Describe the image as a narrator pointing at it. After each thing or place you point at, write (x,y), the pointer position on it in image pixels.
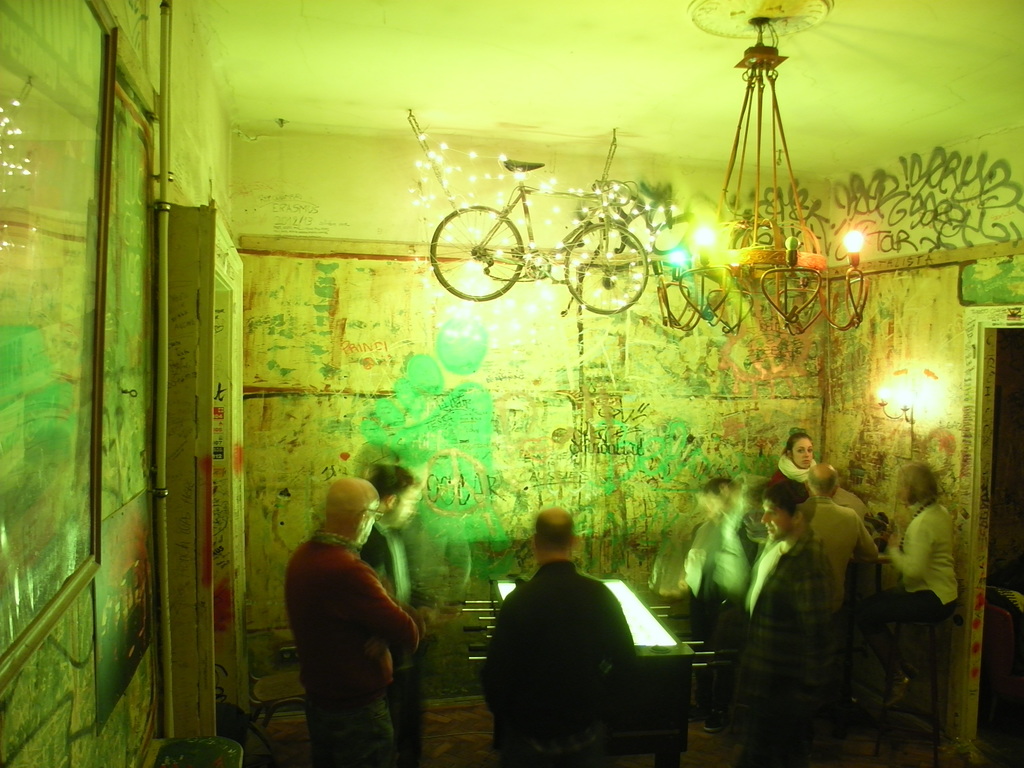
In this image we can see a Foosball table (670,664), around it so many men (769,581) are standing. Left side of the image (60,403) one notice board (53,370) is there and one pipe (163,328) is there. On the wall (744,392) of the room (120,426) so many things (356,385) are written with the ink (934,187) and paint (966,184). And chandelier (778,171) is attached to the roof (621,64) and one cycle (529,215) is also attached to the roof (541,125).
